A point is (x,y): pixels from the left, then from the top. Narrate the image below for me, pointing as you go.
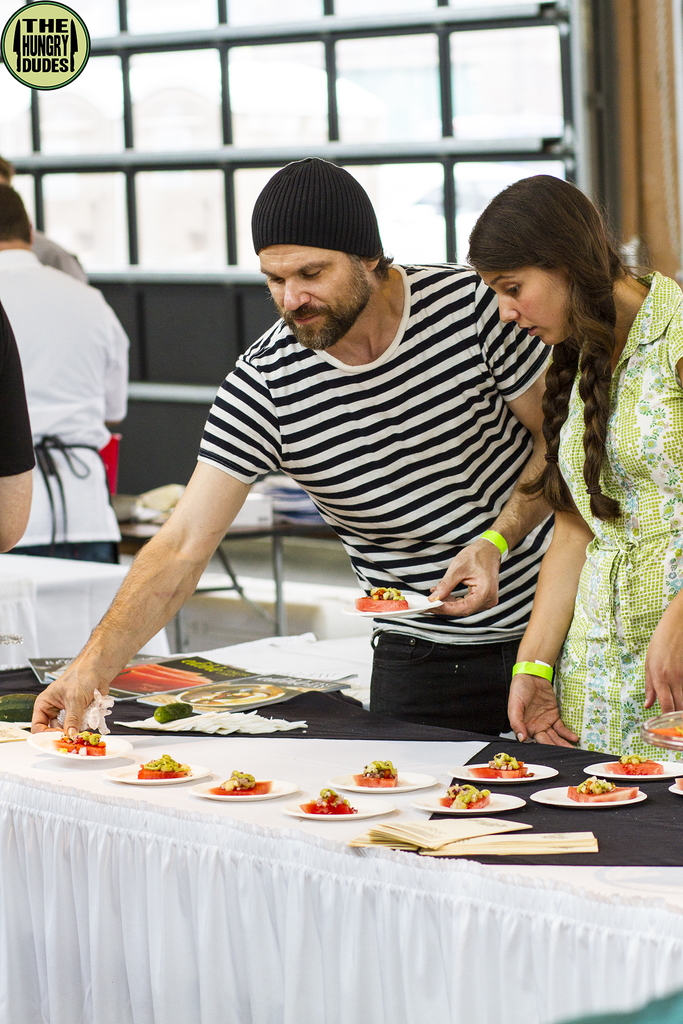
This image consists of table (242,663) and on that table (261,921) there are small plates (543,794) on which there are eatables (146,766). And there are two persons (462,398) on the right side (513,445) one is man (475,506) and the other one is women (575,631). Man (81,702) is holding two plates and there are people (81,310) on the left side (90,454) also.
